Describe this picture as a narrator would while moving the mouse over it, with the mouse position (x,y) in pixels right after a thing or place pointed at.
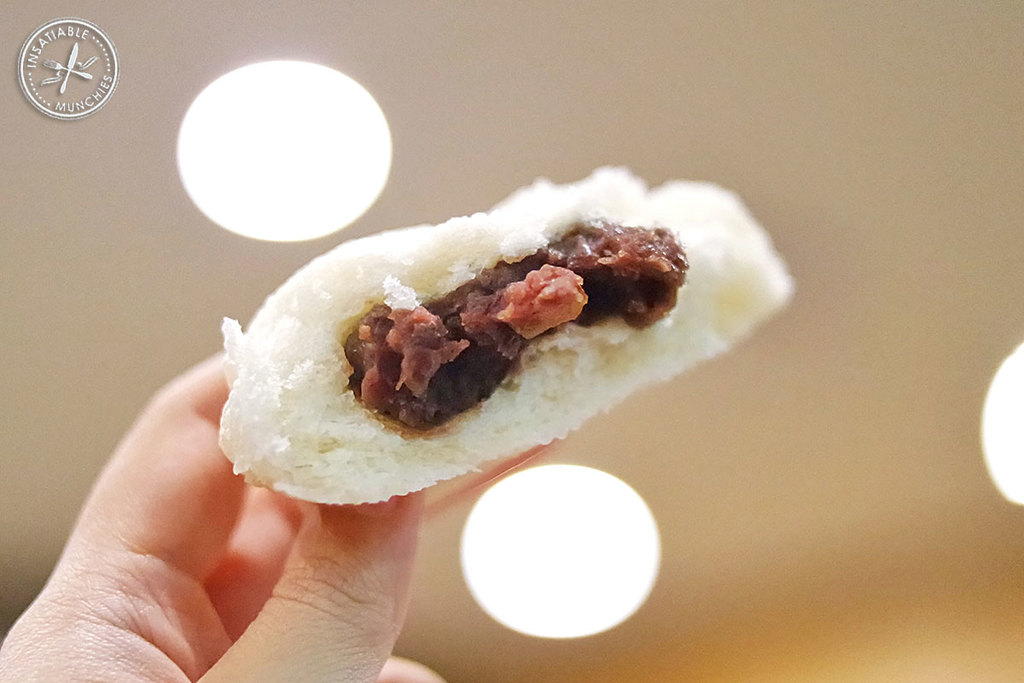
In this picture we can see a human hand (137,472) holding a food item (348,284). There are some lights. We can see a logo (104,98) in the top left (88,101). Background (133,31) is blurry.
